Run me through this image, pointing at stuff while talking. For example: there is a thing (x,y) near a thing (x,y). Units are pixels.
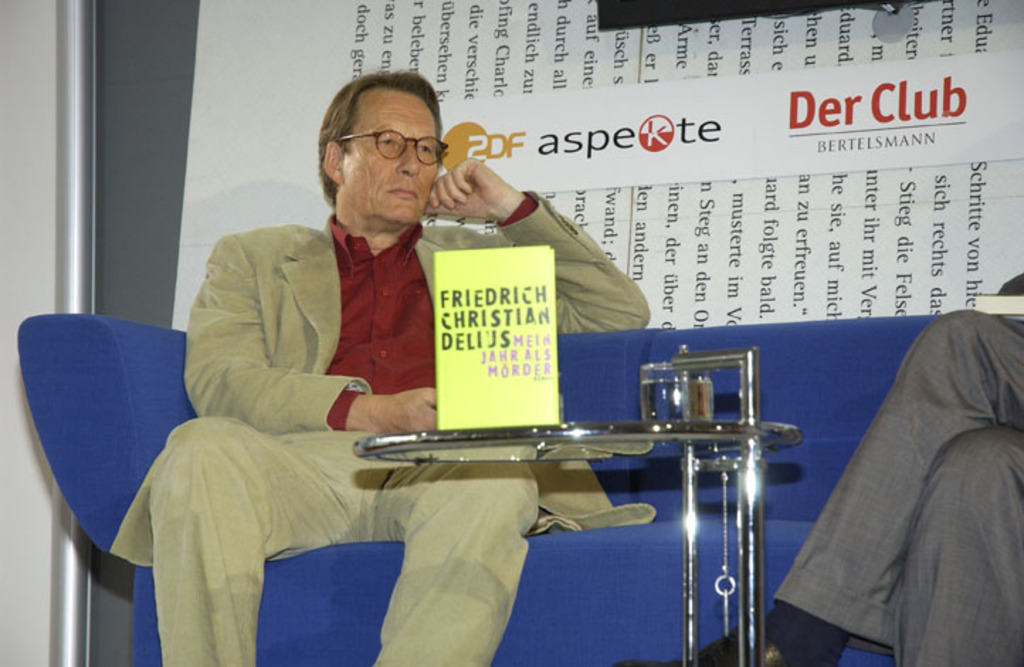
In this picture we can observe a man (323,290) sitting in the blue color sofa (300,559), wearing a coat (285,340) and spectacles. In front of him there is a glass table (509,431) on which we can observe yellow color board (466,378) on it. On the right side (890,447) there is another person (870,508) sitting. In the background (331,11) we can observe some words (554,67) on the white color background (261,99).
